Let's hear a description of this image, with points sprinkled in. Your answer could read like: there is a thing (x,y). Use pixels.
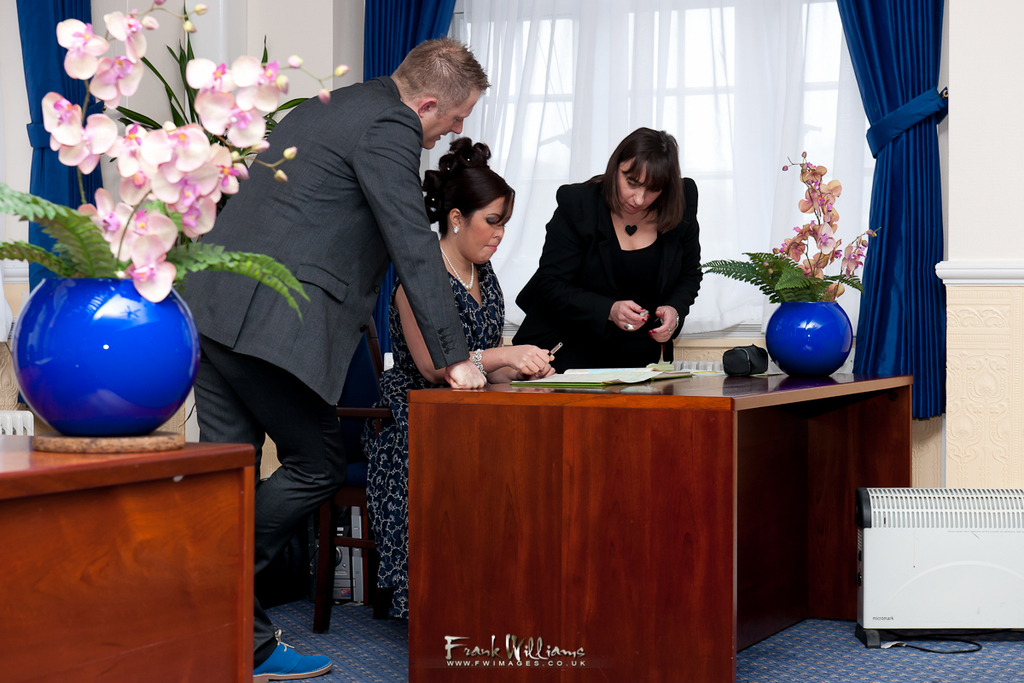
In this image, there are three people (563,290). Two women (563,290) and a man (437,288). A woman (476,270) is sitting in the middle (468,329) and observing the document (597,372). And the other woman (576,321) is standing a side explaining. The man (391,199) is standing and talking to them. There are two flower vases (50,346) in blue and two tables (547,480). There is a white curtain (702,66) on the window (705,86). And there are two blue curtains (869,67) on the either side of the window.
